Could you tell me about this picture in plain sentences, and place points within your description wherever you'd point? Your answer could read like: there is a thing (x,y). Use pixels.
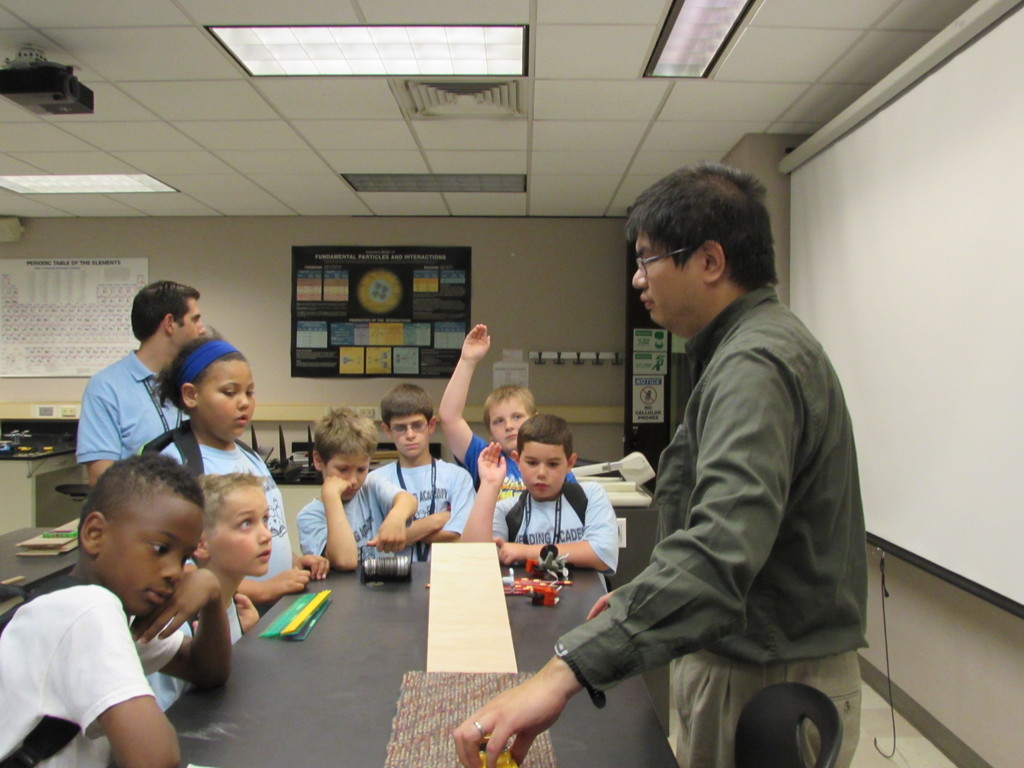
In this image we can see persons (339,472) around the table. On the table (582,590) there are some objects (470,590) and book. On the right side of the image (937,357) there is a screen (951,357). In the background (304,229) there are posters (355,269), table (30,427), hanger (561,357) and wall (525,301). At the top of the image (423,31) there is a projector (53,86) and lights (467,68).
